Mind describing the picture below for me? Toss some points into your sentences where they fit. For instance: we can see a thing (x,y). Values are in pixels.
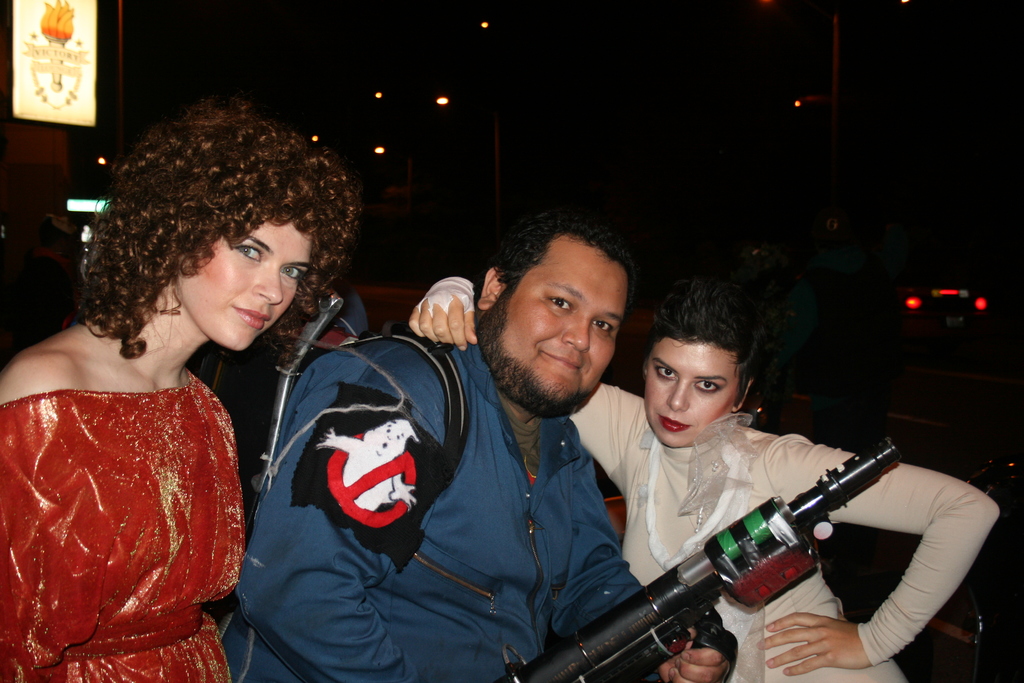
In this image we can see three people (480,457) are standing, there a man (302,394) is holding a gun (643,644) in the hand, there are lights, the background (843,39) is dark.
